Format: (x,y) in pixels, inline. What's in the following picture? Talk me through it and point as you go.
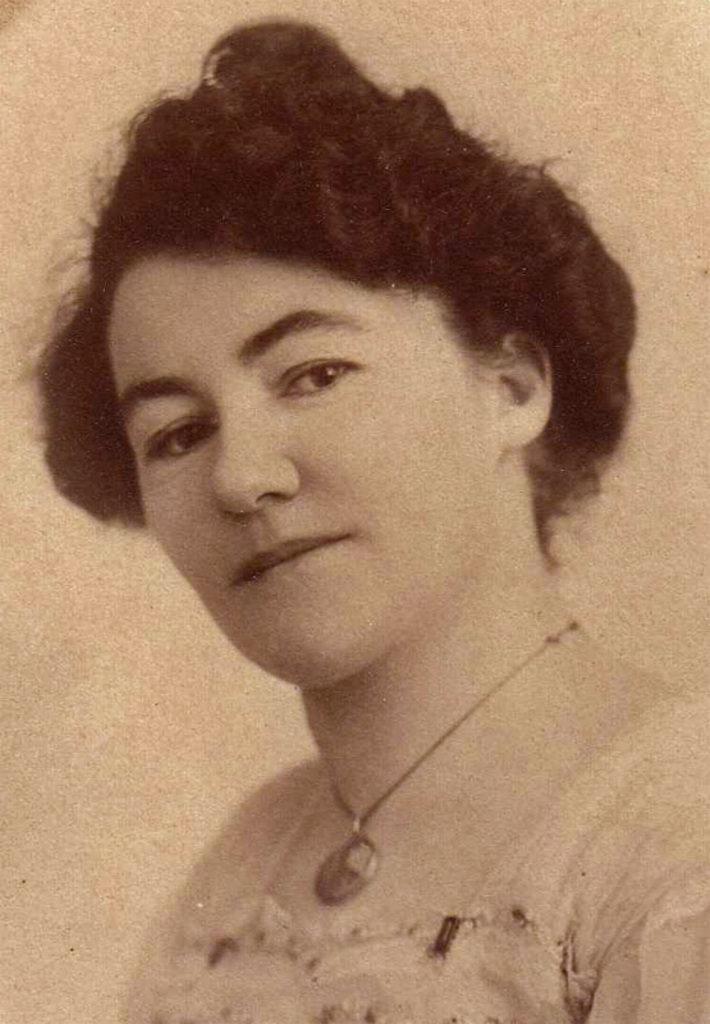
There is a lady (300,569) wearing a chain (375,809) with a pendant (363,858).
